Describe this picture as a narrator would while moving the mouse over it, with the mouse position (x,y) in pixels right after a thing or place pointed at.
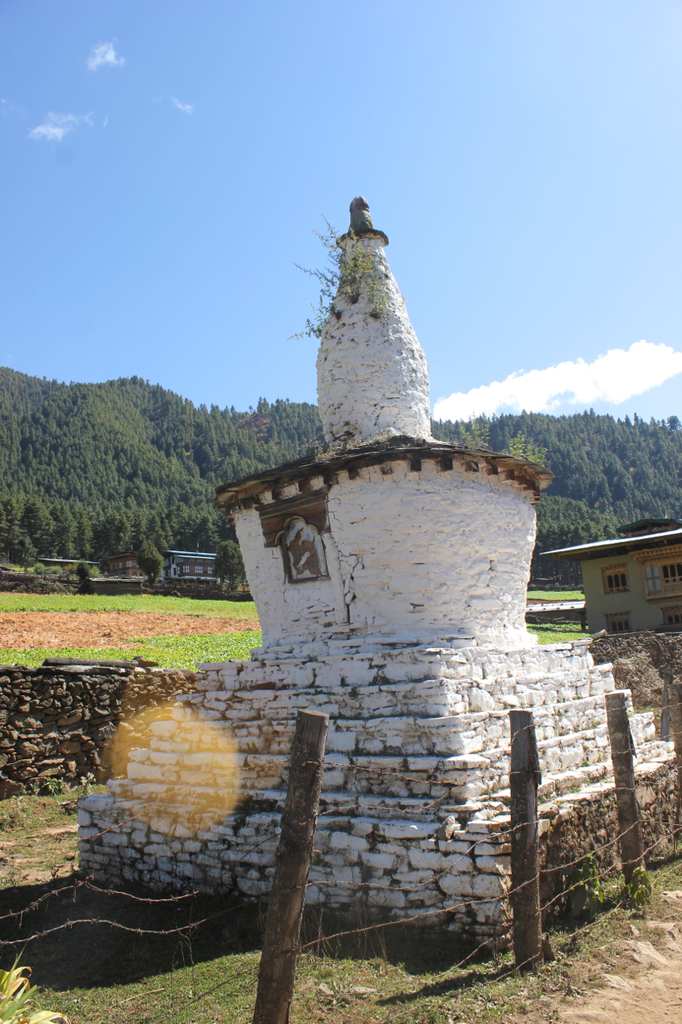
In this image I can see few wooden poles (299,905) and wires (525,884). In the background (281,447) I can see white colour thing (365,619), few buildings (609,563), grass (150,607), number of trees (70,500), clouds (487,412) and the sky (178,204).
